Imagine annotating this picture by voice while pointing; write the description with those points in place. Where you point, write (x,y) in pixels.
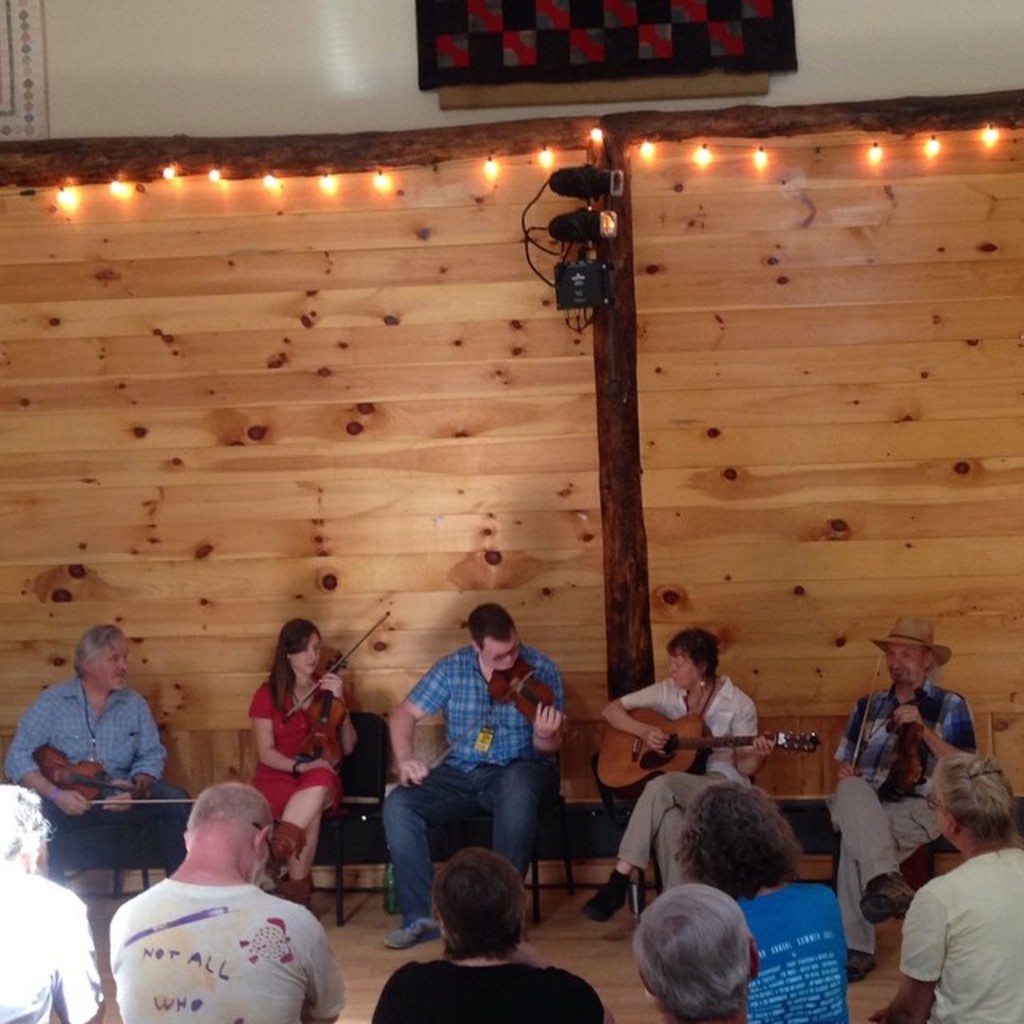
In the picture we can see five people (702,695) are sitting on the chairs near the wooden wall (1002,707) and playing musical instruments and in front of them, we can see some people (475,857) are sitting and watching them on the top of the wooden wall (71,552) we can see some decorative lights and on it we can see a wall (283,18) which is white in color.
